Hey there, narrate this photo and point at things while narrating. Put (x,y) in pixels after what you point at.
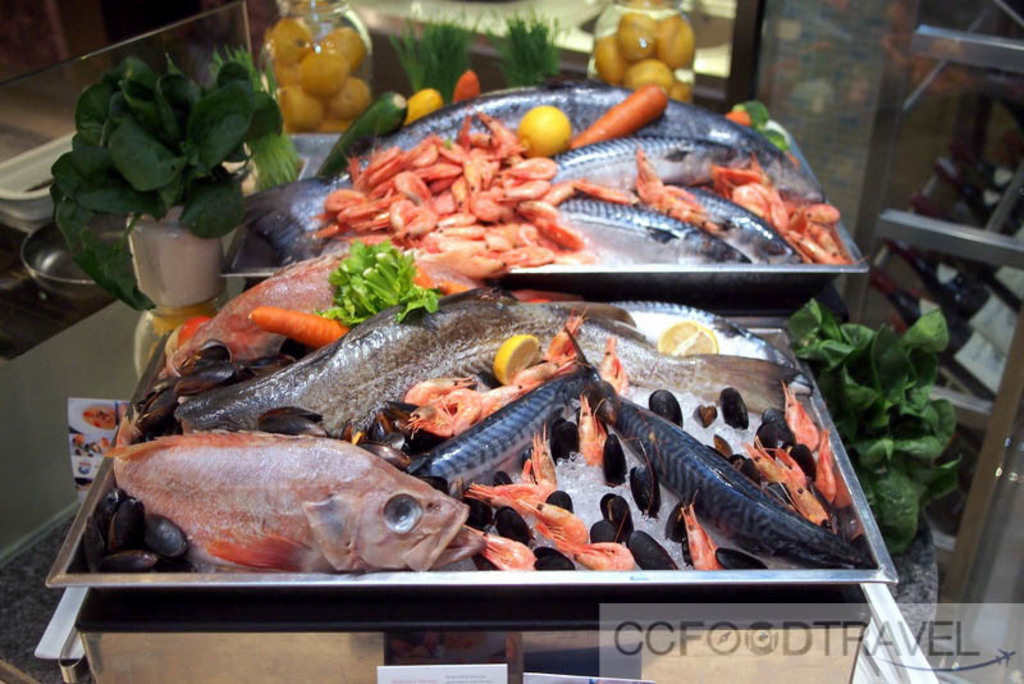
In this image I can see two steel trays (474,584) and on the trays (698,273) I can see few fishes (531,423) which are orange, white, black in color and I can see ice (579,479) on the tray (600,481). I can see few lemon pieces (523,365), few carrots (632,115), and few other herbs (391,267). In the background (354,43) I can see few bottles (357,73) with few objects (673,51) which are yellow in color in them, few plants (457,47) and few wine bottles (974,158) in the rack (1008,262).
